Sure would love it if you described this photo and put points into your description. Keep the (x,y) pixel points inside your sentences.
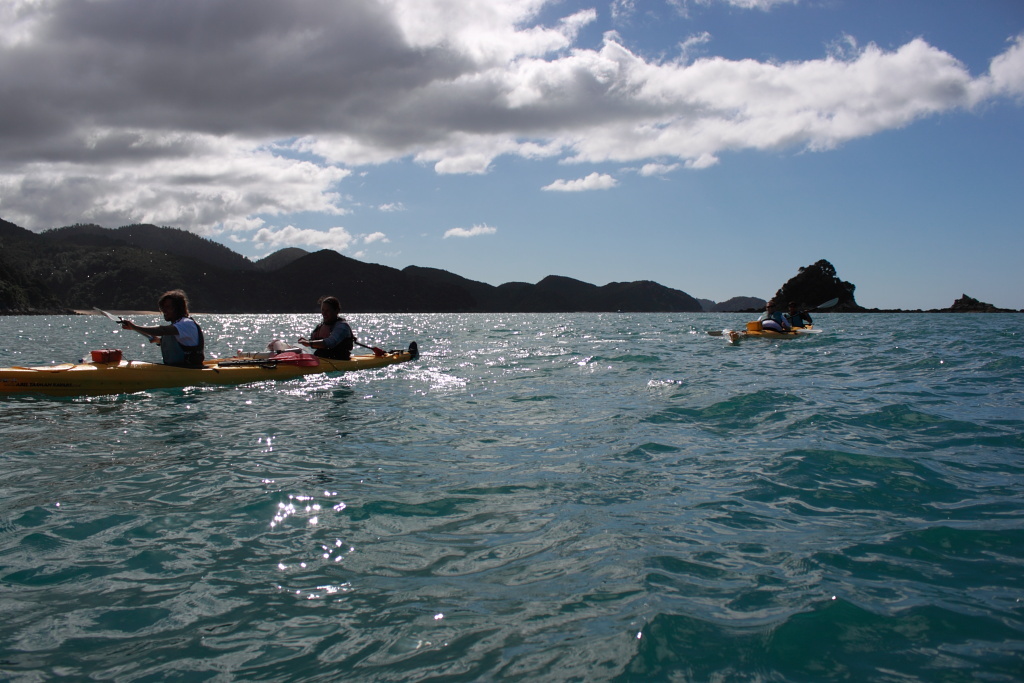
In this image we can see some persons (182,301) sitting on a boat (26,381) which is moving on water (586,325) and in the background of the image (478,249) there are some mountains (282,287) and sunny sky (507,132).
